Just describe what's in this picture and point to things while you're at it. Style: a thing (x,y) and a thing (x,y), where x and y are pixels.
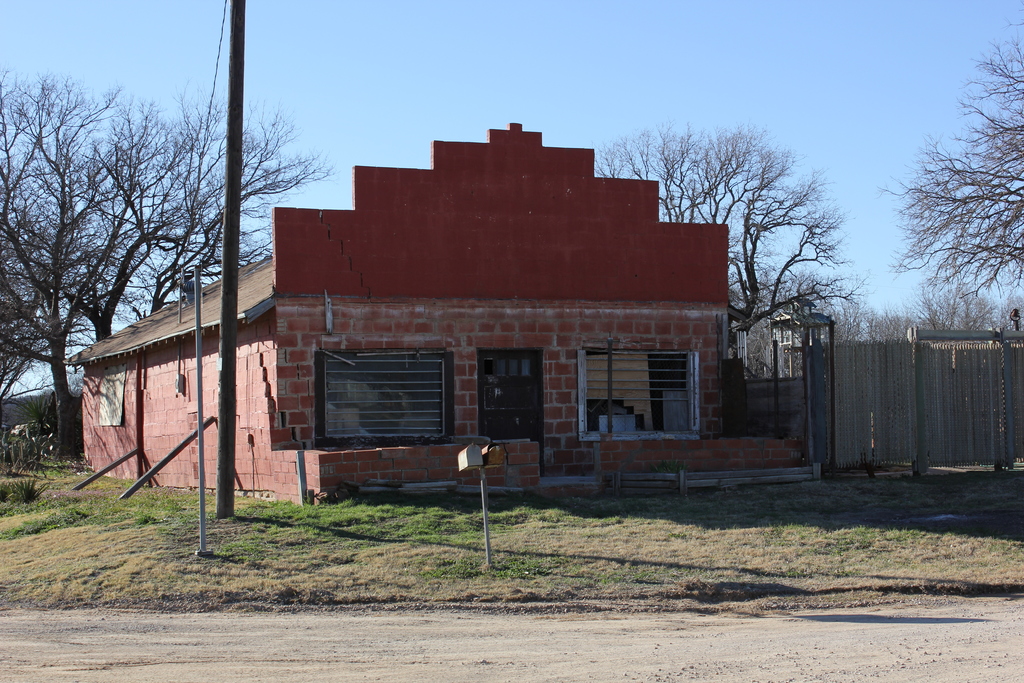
In this image we can see a house (266,266), poles (230,227), trees (25,331), grass (392,505) and also the fence (921,395). We can also see the path (555,666) at the bottom (526,678). Sky (527,102) is also visible.
